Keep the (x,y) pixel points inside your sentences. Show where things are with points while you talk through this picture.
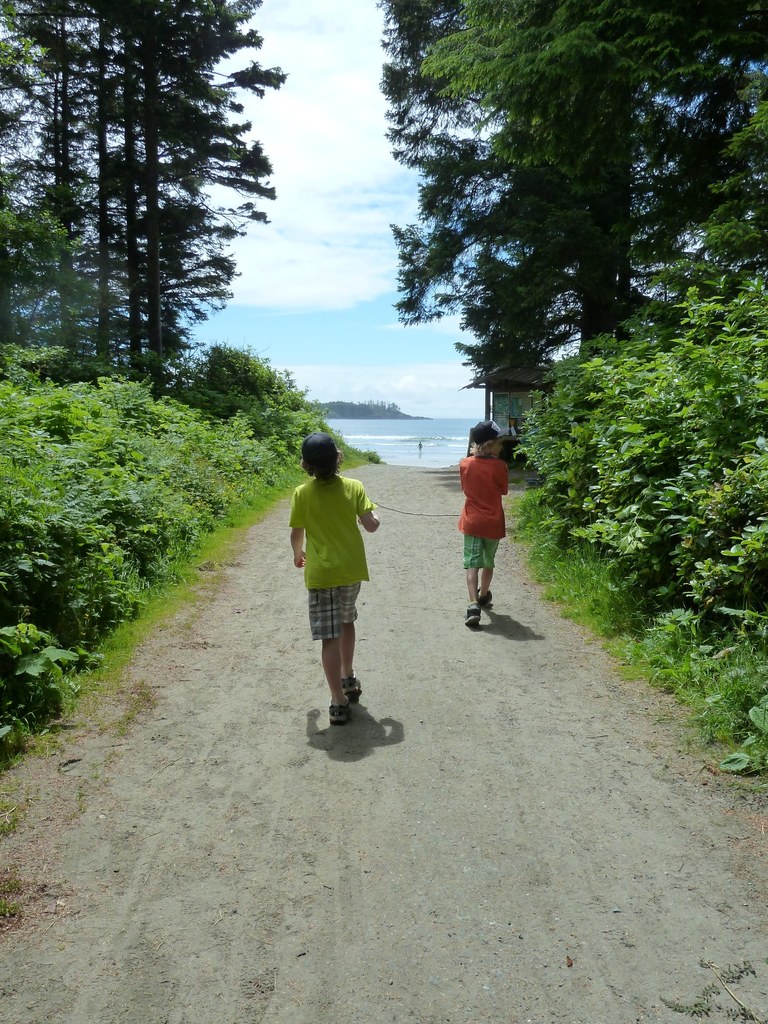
In this picture, there is a road (287,676) in the center (304,671). On either side of the road (317,708), there are plants (693,416) and trees (515,285). On the road (454,520), there are two kids (312,499) wearing green and red t shirts (307,507). In the background (411,441), there is a sea (411,458) and a sky (454,360).
